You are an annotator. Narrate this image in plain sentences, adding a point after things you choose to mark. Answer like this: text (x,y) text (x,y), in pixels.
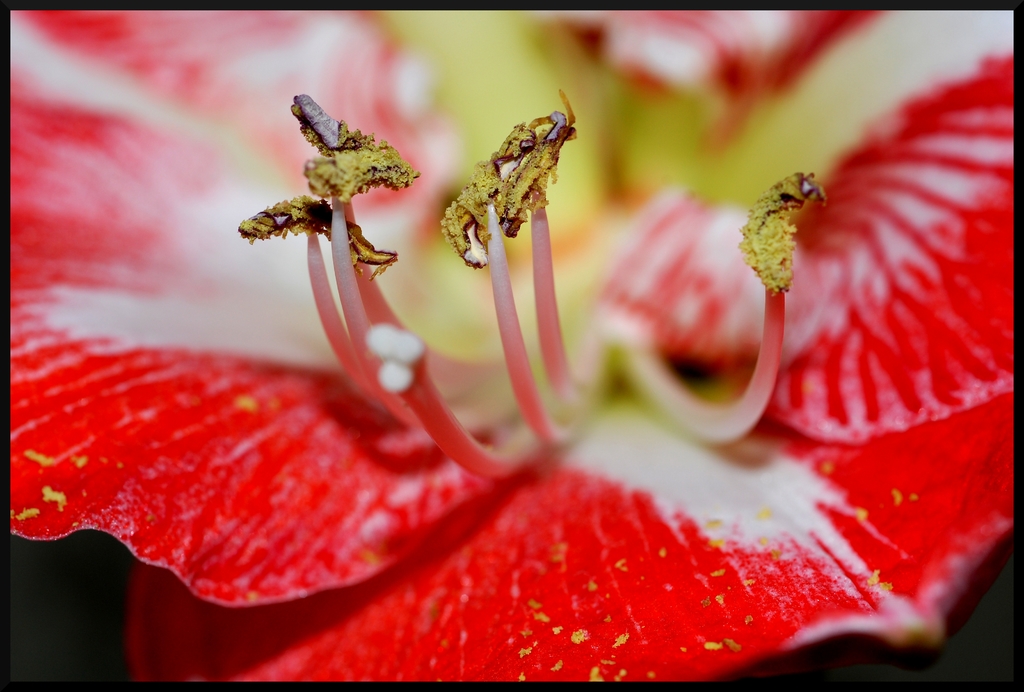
In this image we can see a flower (449,506) which is in red color.
